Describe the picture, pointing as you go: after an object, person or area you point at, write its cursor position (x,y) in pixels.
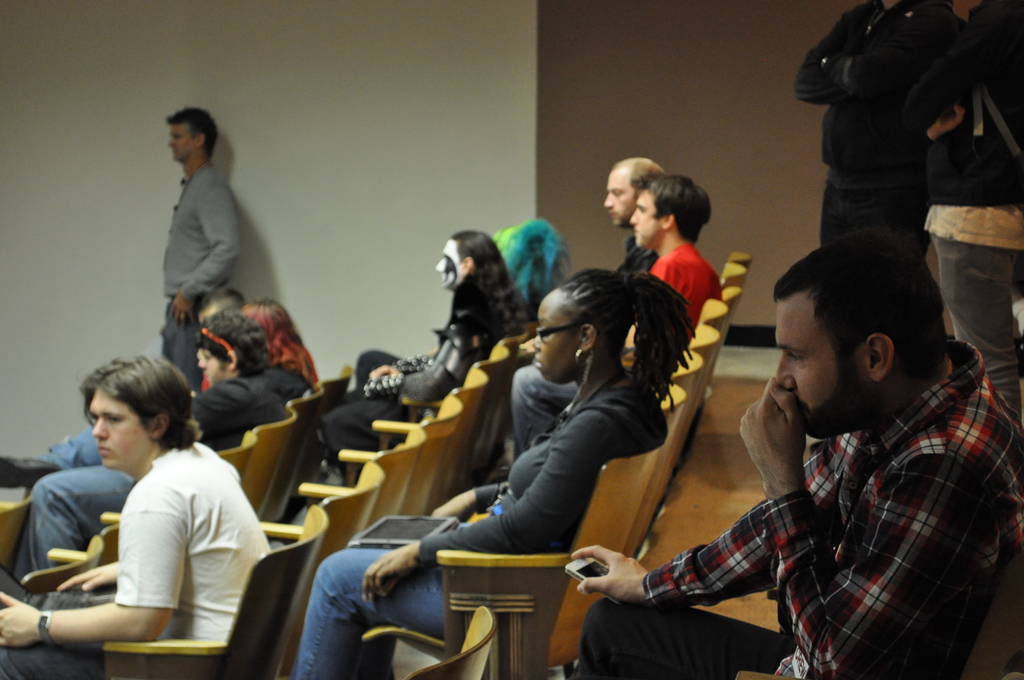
This image consists of many persons (180,453) sitting in the chairs (16,524). The chairs (253,657) are in brown color. At the bottom (671,500), there is a floor (673,507). To the right (818,559), the man (856,602) sitting is wearing red shirt (834,621) and black pant (624,632). In the background (556,82), there is a wall (678,77). In the middle (456,306), there is a person (459,236) wearing costume (370,370).
